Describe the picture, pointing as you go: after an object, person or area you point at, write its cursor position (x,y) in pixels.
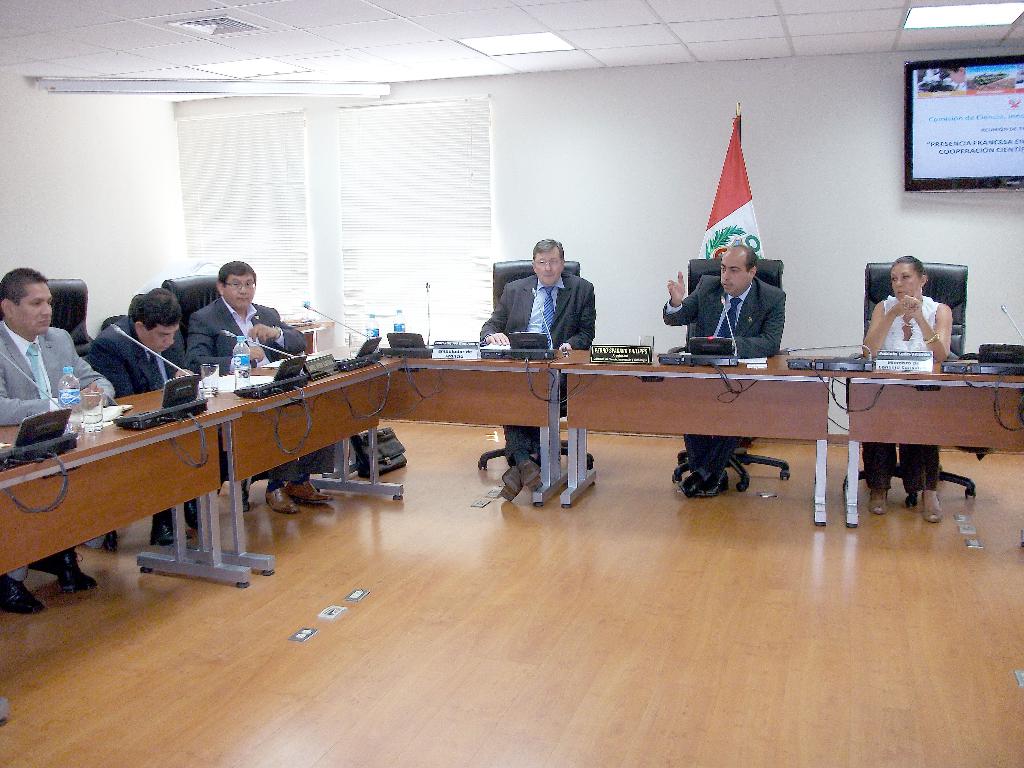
In this picture we can see a woman (917,284) and five men (10,318) sitting on chairs (957,315) and in front of them on tables (107,456) we can see devices (500,349), bottles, name boards (314,360), mics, glasses (216,376) and in the background (691,126) we can see wall (653,151), flag (750,235), screen (989,112), lights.
